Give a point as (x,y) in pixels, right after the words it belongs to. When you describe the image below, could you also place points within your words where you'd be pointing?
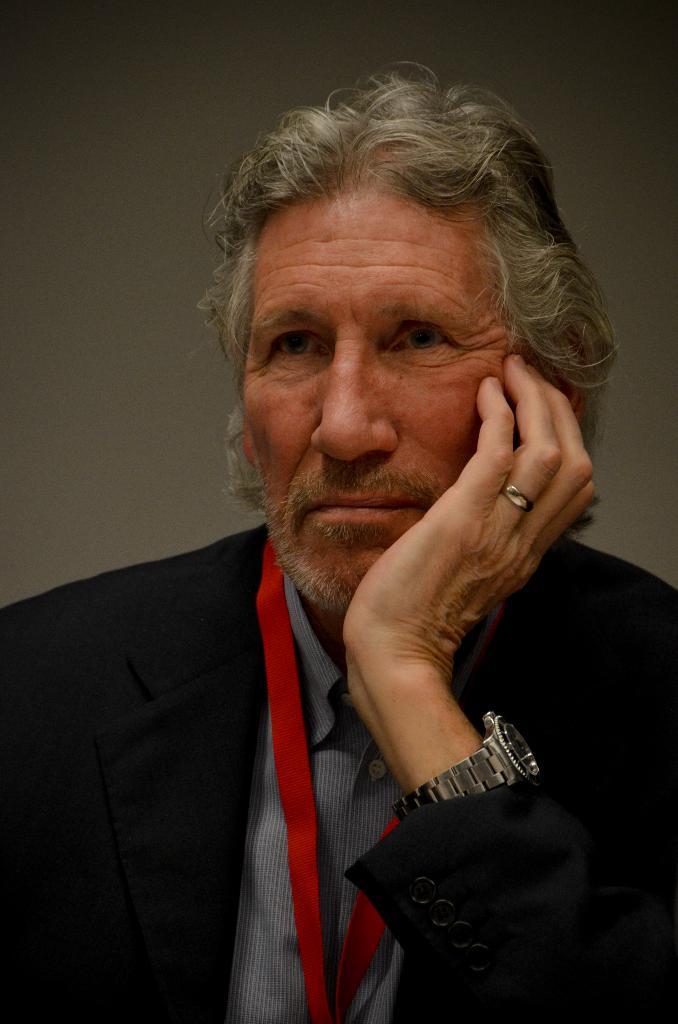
In the picture there is a man (492,480), he is wearing a blazer (133,614) and he kept his hand (494,479) on his chin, behind the man (418,322) there is a plain surface (103,412).
